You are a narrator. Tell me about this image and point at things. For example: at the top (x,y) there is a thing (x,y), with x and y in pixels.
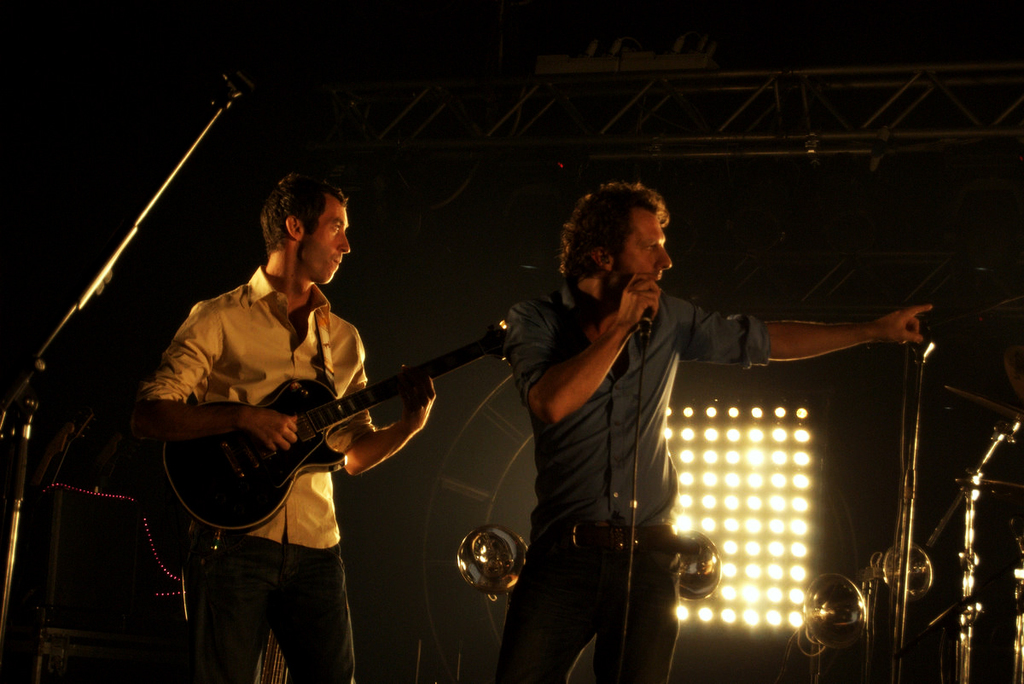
In this image I can see two men (608,291) are standing where one is holding a mic (642,303) and one is holding a guitar (389,383). In the background (739,592) I can see few more mics (902,466) and few lights (736,524).
